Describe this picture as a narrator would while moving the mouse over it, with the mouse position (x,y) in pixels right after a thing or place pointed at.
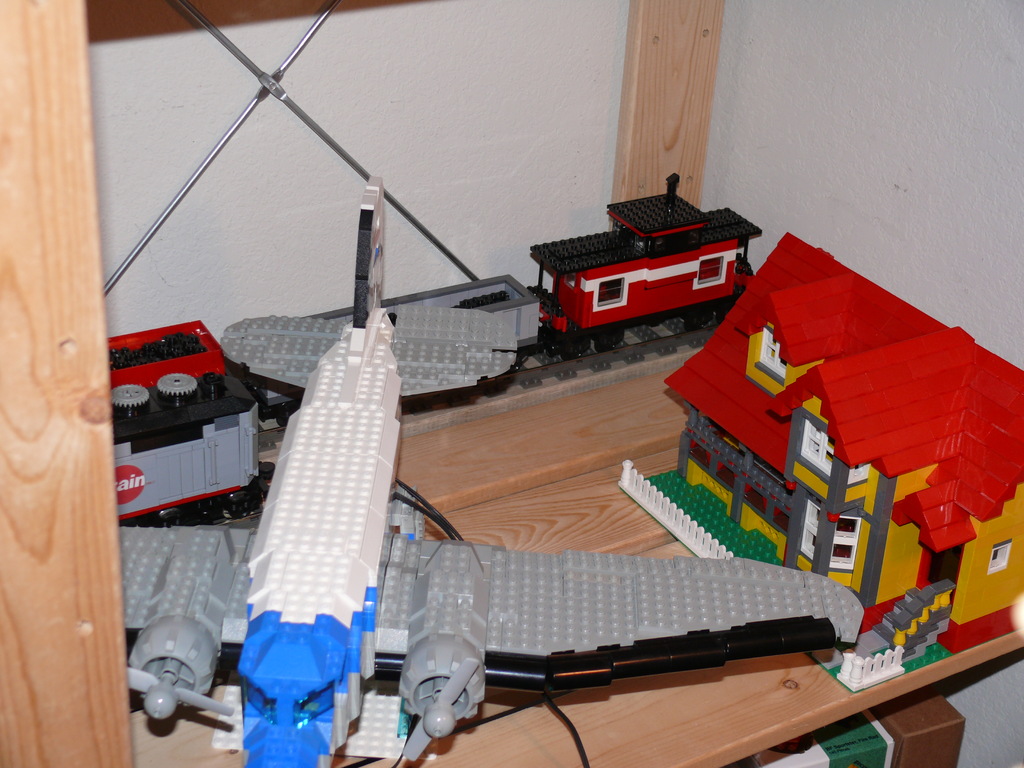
In this image, I can see the LEGO puzzle toys (313,560). I can see a train (660,258), airplane (623,620) and a house (831,552), which are made with LEGO puzzles (426,630). This looks like a wooden table (708,714). Here is a wall (870,88).
